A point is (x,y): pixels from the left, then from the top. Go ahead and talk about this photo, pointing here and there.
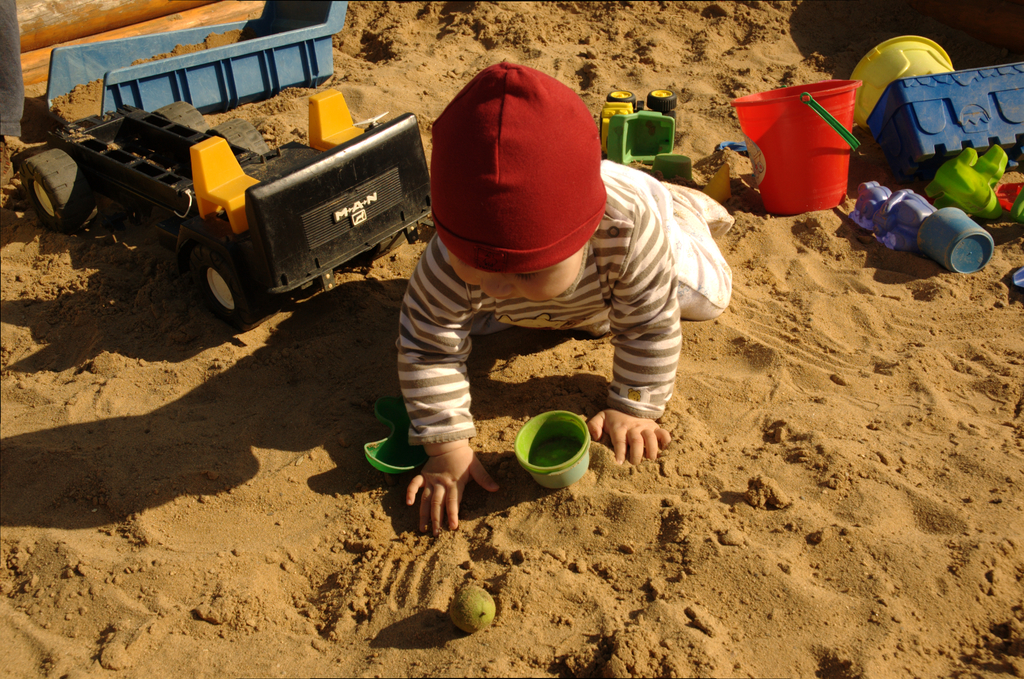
In this image I can see there is a person (588,252) playing on the sand (696,432). And at the background (201,154) there are some toys (999,172).
